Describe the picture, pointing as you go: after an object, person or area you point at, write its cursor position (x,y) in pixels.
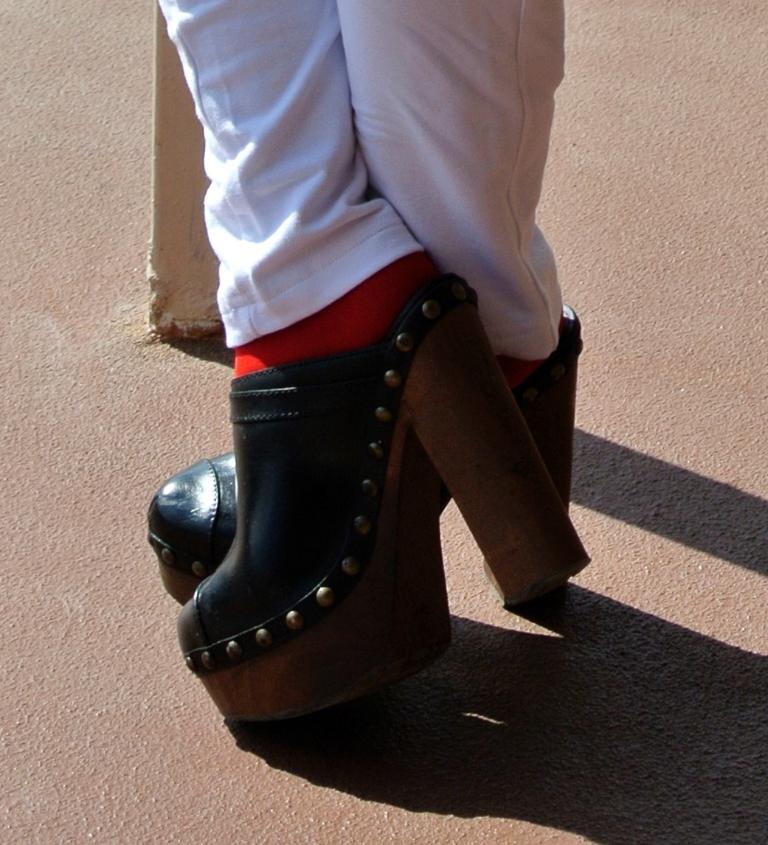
In this image we can see the legs (299,320) of a person (381,440) and we can see the footwear (357,492). Behind the person (208,146) we can see the ground (622,520).
